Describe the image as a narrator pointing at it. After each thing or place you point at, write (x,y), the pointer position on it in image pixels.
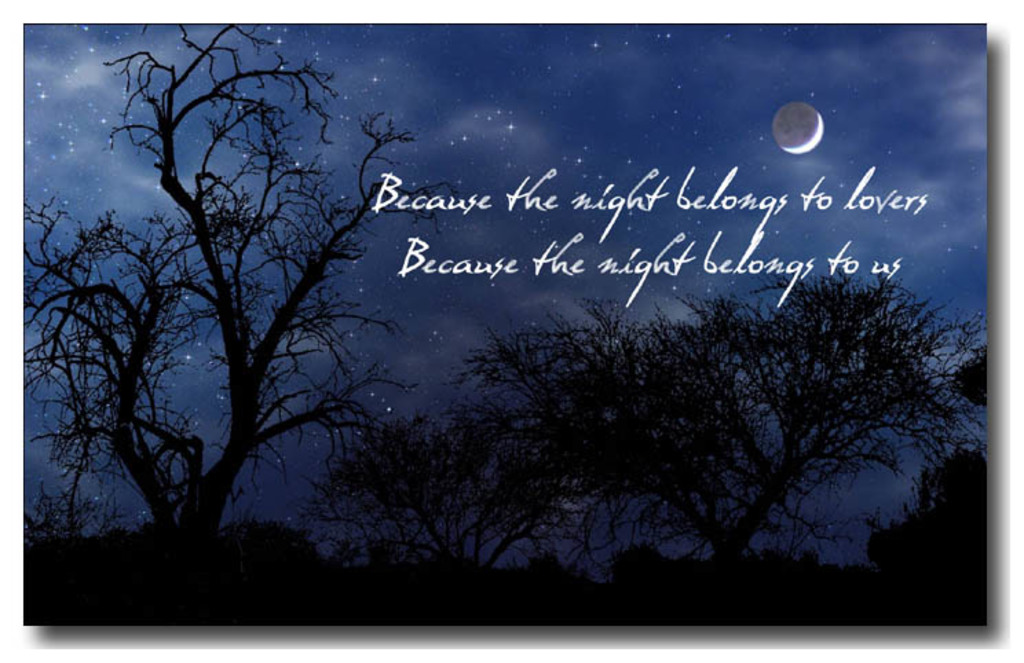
In this image I can see few trees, stars (584,148), the sky (483,120) and the moon (775,133). I can also see this image is little bit in dark and here I can see something is written.
